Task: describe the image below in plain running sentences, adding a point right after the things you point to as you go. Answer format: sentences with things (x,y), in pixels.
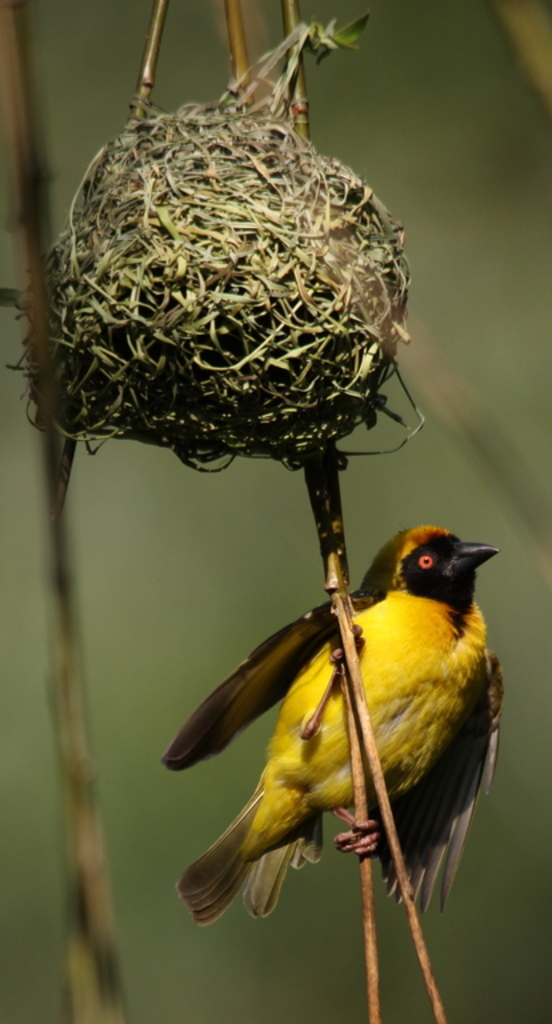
In the center of the image (324,483) we can see one nest (321,323) and we can see a few sticks (328,565) are attached to it. On one of the sticks (363,792), we can see one bird (321,750), which is in yellow and black color. On the left side of the image (72,653), we can see one stick (50,456). In the background (282,556), we can see it is blurred.
